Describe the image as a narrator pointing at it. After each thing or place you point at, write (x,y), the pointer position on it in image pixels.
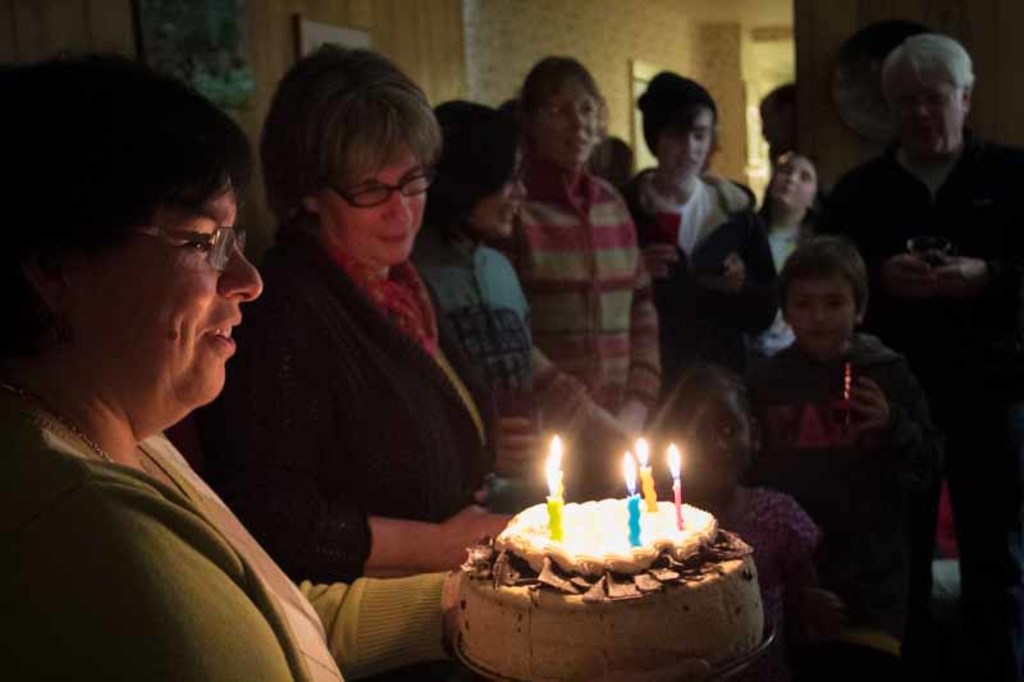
In this image there are group of people (492,350), a person (373,673) holding a cake (663,583) with four candles (648,488) on it, and in the background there are frames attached to the wall (258,89).
